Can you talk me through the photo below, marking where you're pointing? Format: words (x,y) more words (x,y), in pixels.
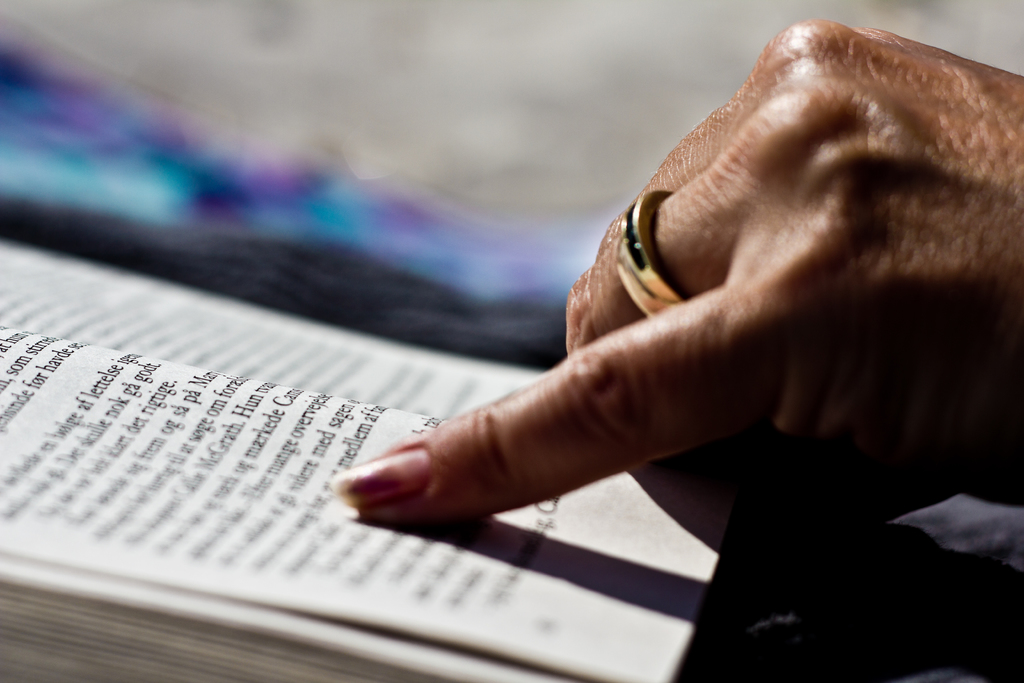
In the image I can see a person hand (610,404) to which there is a ring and the finger (582,355) is on the book (59,657).
